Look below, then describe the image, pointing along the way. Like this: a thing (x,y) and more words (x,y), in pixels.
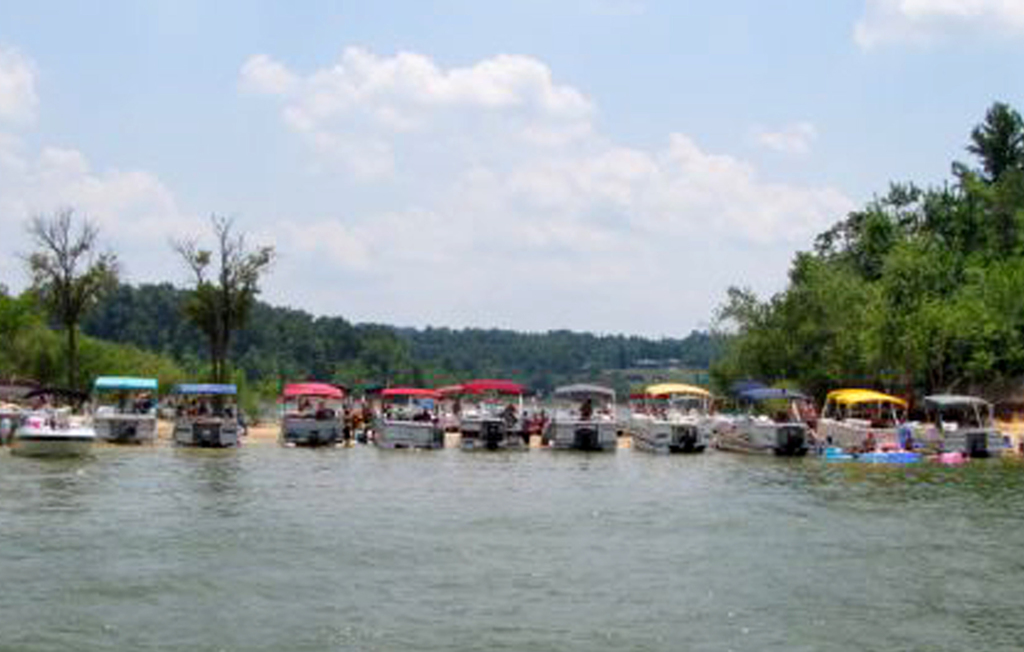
In this image I can see few boats (666,442) on the water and I can see few persons (628,442) sitting in the boat (653,433). Background (861,361) I can see trees (472,348) in green color and the sky (442,142) is in white and blue color.
